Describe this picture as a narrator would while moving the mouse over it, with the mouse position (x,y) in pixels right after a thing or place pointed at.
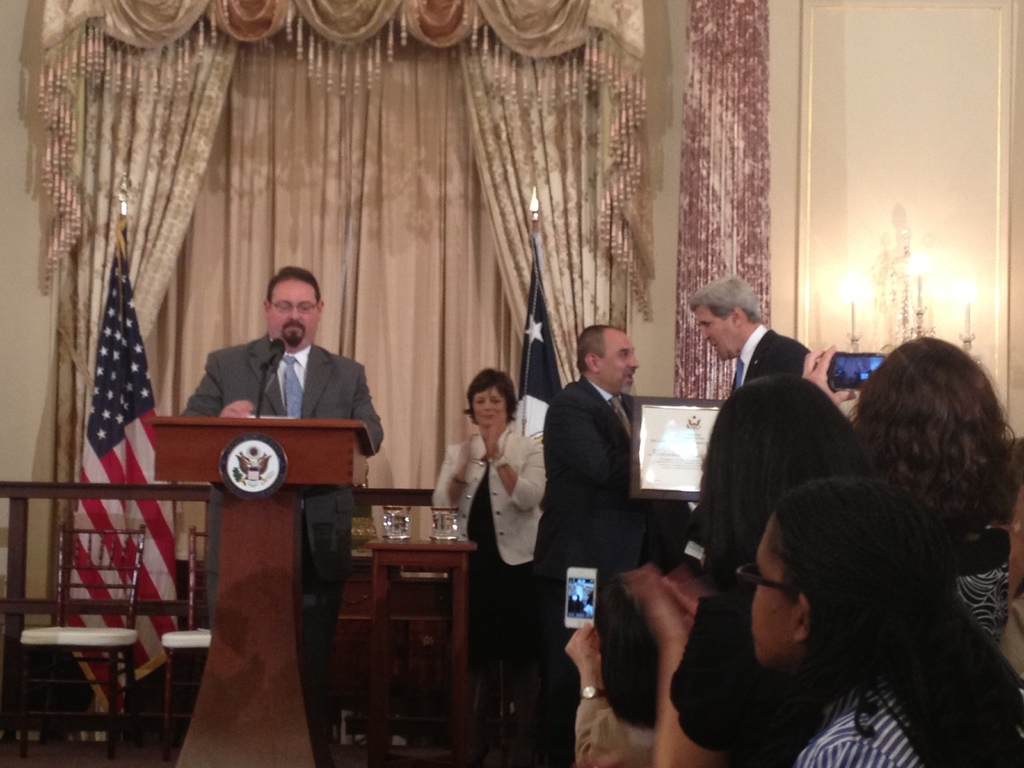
In this image on the left (220,613) there is a podium (245,557), in front of that there is a man (342,386) he wear suit (330,389) and tie (287,391). On the right (795,640) there are many people (771,496). In the back ground (524,254) there is curtain (394,226), light (847,296), flag (104,367), woman (497,521), chairs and stool (391,557).
